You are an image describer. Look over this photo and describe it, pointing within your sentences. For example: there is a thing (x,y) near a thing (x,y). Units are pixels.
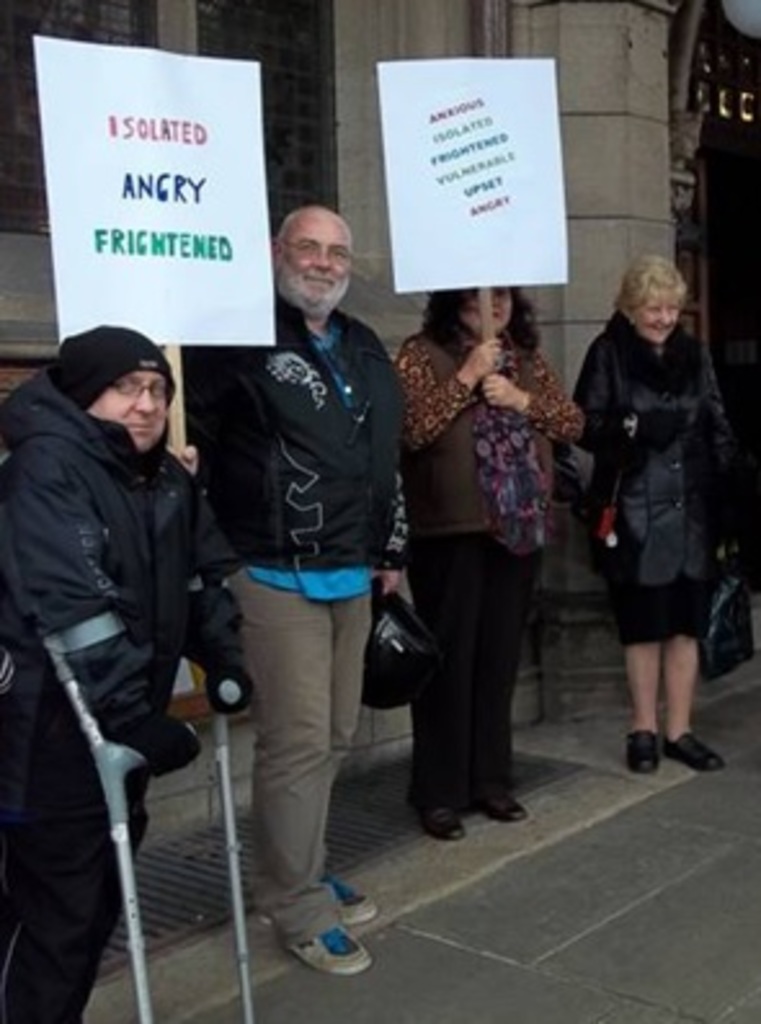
In the image there are few people (241,554) with jacket (658,456) standing on side of road (437,958) in front of wall (667,47) holding banners (219,200) with slogans (462,160) on it.
